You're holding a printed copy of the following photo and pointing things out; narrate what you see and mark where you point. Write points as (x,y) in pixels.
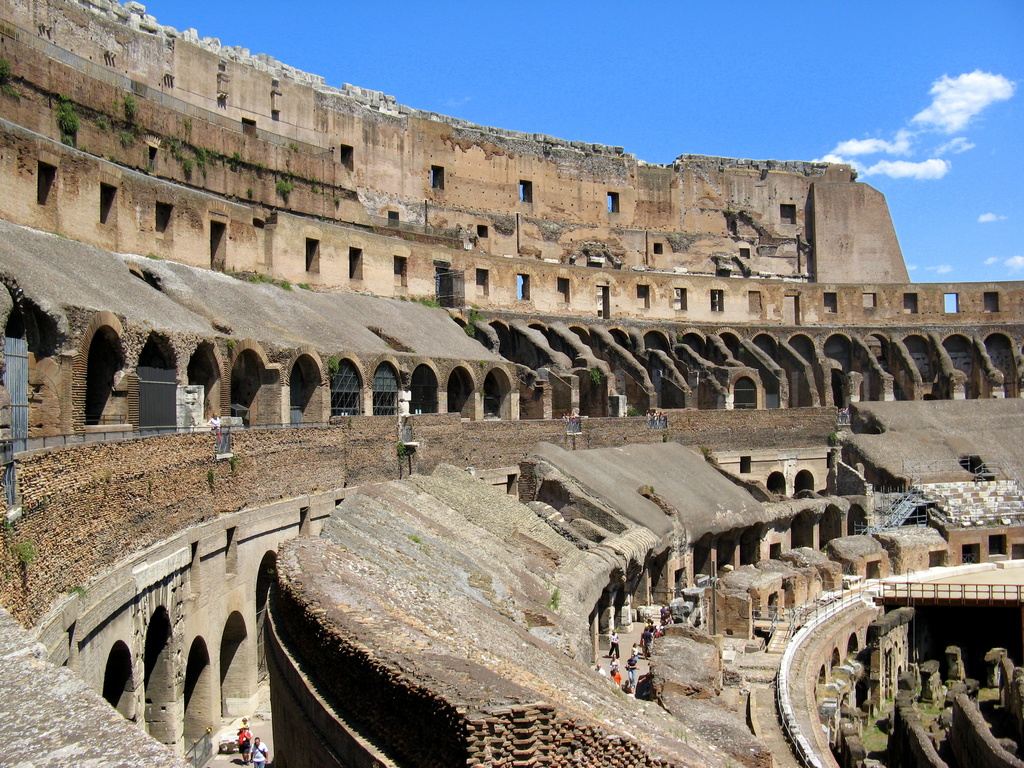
In this image I can see a monument (745,453) and on the bottom side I can see number of people (259,760) are standing. In the background (984,131) I can see clouds (991,83) and the sky (687,72).
